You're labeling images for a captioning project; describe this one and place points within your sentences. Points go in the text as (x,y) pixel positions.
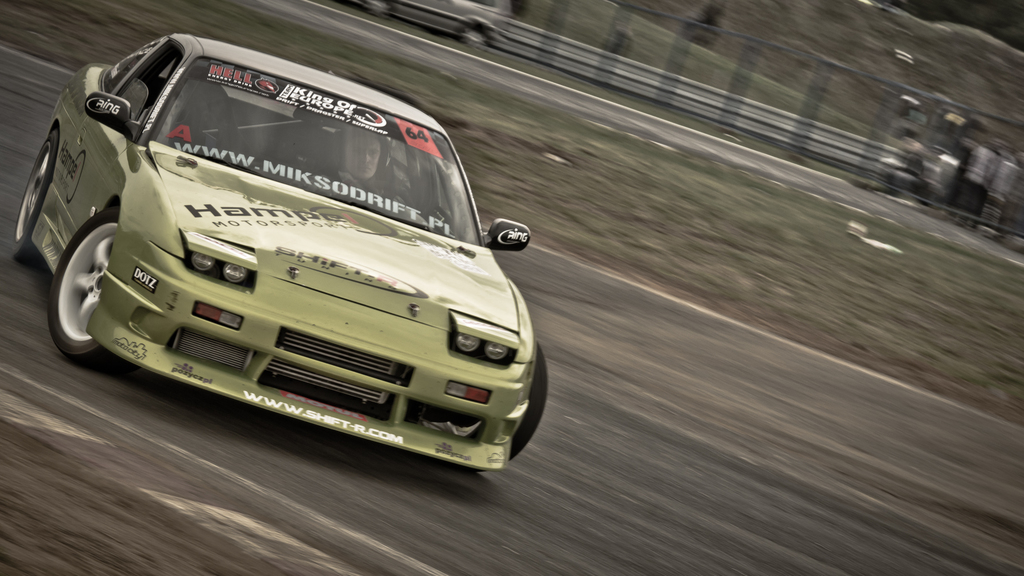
In this image, we can see a person (360,138) inside the car (252,249). In the background (828,97), there is a fence (735,82) and we can see an other vehicle (460,27) and some stands (905,144). At the bottom (635,452), there is a road (678,427) and there is ground (879,16).
